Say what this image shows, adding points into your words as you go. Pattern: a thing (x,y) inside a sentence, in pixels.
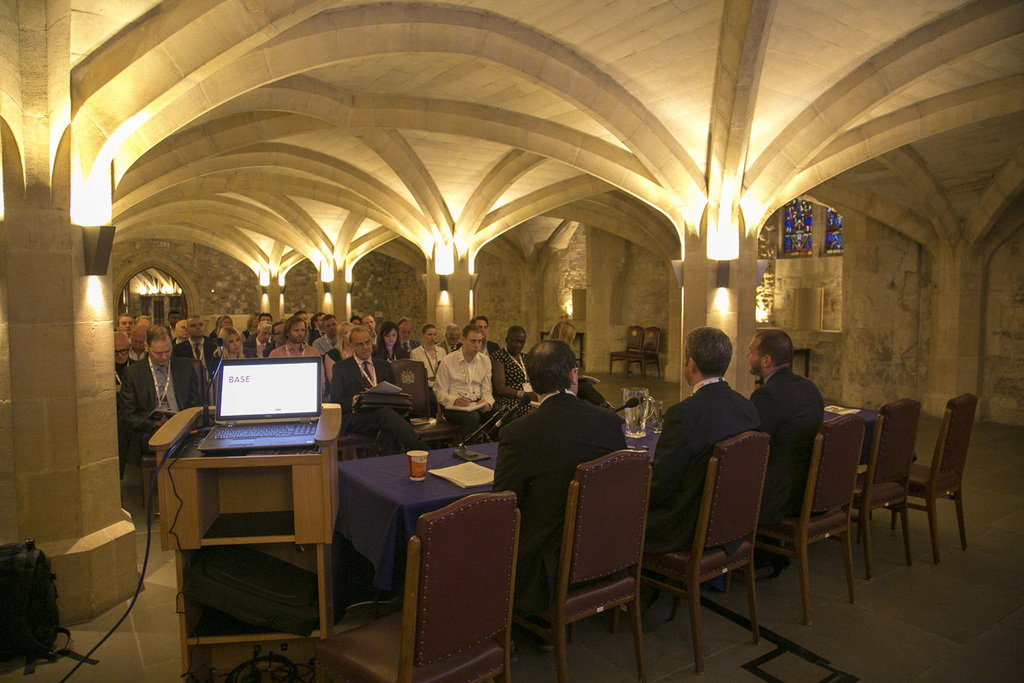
In this picture there are few people (363,351) sitting on the chair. There is a table (381,495). On the table (359,479) we can see paper (465,466), cup (420,455), microphone (495,420) with stand (468,449). We can see chairs (499,592). There is a laptop (256,417) on the table (251,493). In this background (260,276) we can see lights (443,260) and wall (508,283). This is floor (890,605).
